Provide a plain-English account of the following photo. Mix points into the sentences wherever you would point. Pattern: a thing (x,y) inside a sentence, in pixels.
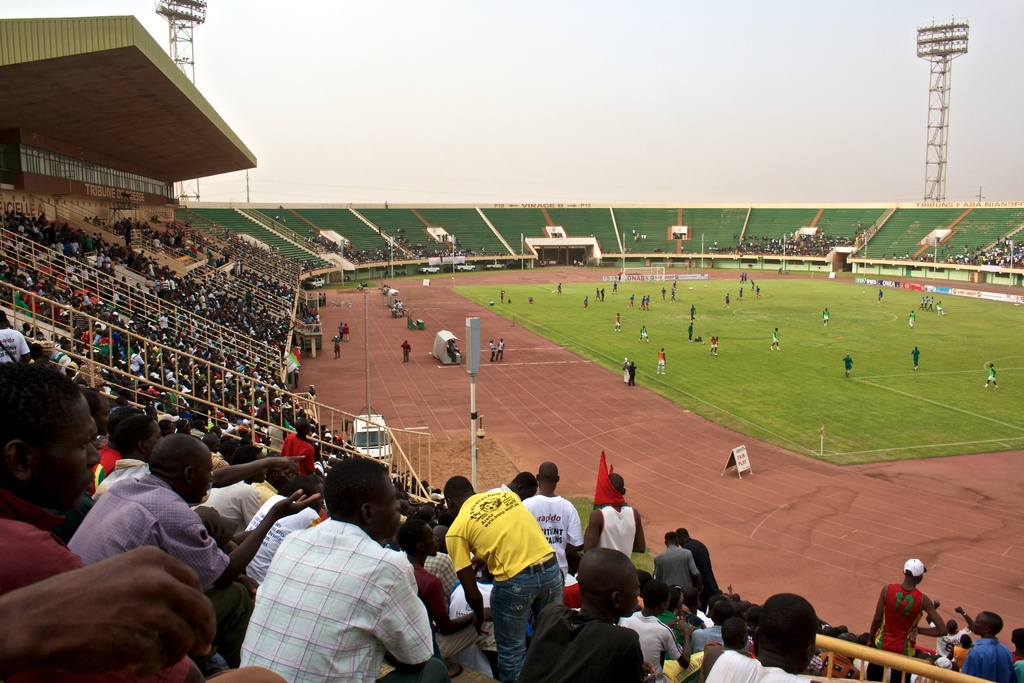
In this image few persons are playing on the grass land (730,372). Few persons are on the floor (512,396). Few persons (190,483) are sitting on the stairs (331,214). There are two towers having few lights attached to it. Top of the image (499,89) there is sky (521,38). Right bottom there is a fence (892,659). Behind it there is a person (891,625) standing. He is wearing a cap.
